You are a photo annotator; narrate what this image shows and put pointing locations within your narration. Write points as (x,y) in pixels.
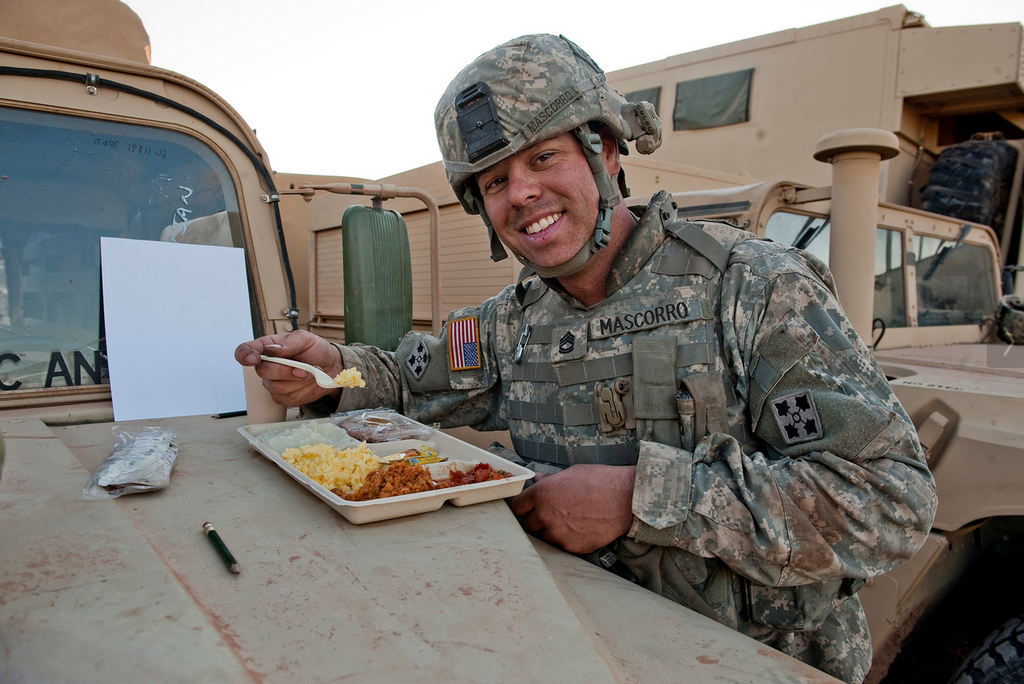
In this image I can see a person (723,418) wearing uniform (704,385) is standing and holding a spoon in his hand (304,342). I can see a vehicle (227,538) in front of him and on the vehicle (323,626) I can see a plate (359,516) with food item (371,472) in it, a pen (225,551) and a paper (194,315). In the background (470,259) I can see another vehicle (751,133) which is cream in color and the sky (672,21).
